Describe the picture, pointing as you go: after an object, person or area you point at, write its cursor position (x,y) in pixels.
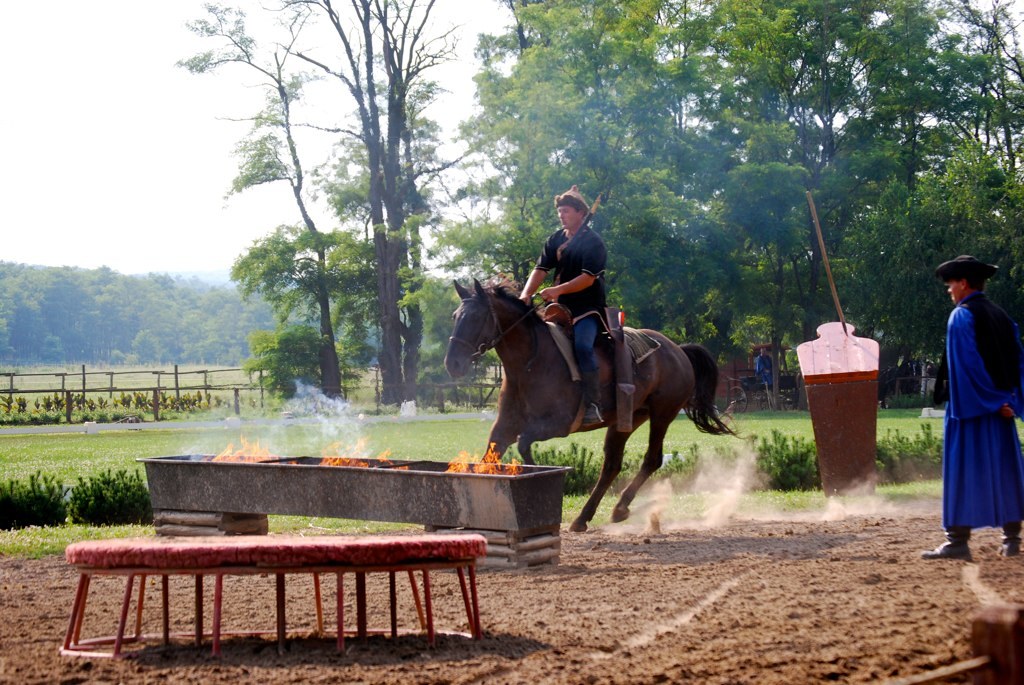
In this picture we can see people (582,264). This person (560,291) is sitting on a horse (511,316). In-front of this horse (508,328) there is a container (557,490), in this container (547,515) there is a fire (496,468). Background (219,438) there are trees (384,193), fence (7,377), plants (591,472) and grass (106,461).
